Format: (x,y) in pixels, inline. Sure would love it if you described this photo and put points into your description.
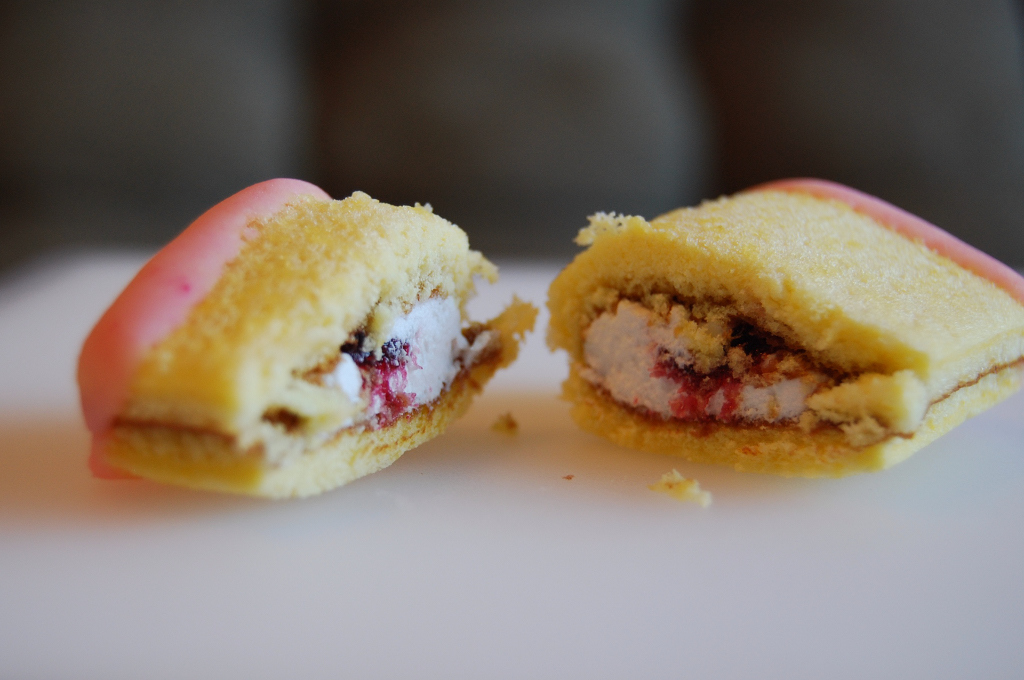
In this image, we can see some food items (326,409) on the surface (599,475) and the background (142,91) is blurred.
